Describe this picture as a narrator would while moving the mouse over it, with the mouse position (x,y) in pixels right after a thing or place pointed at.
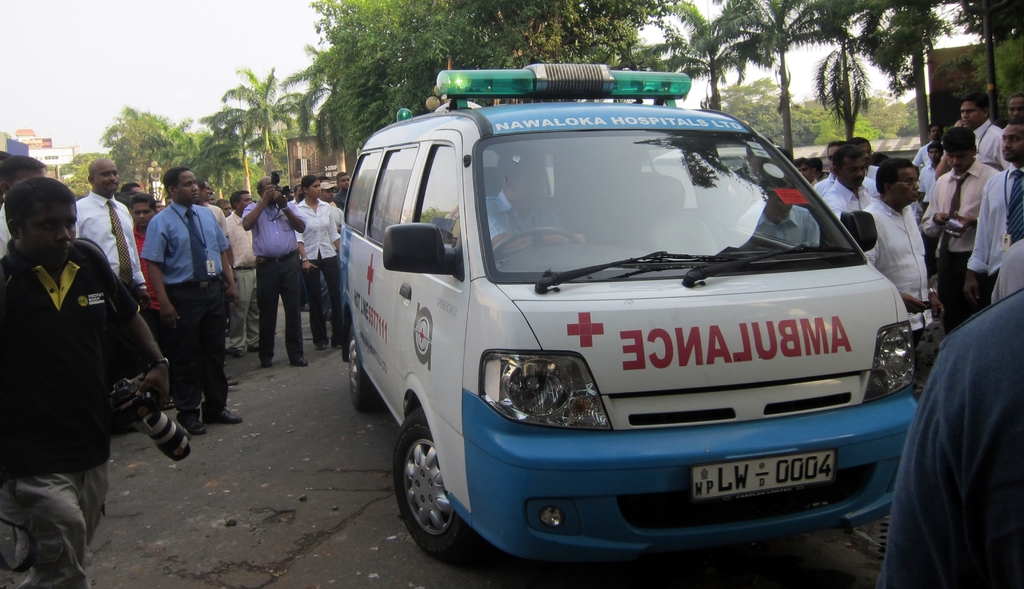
In this Image I see a van (787,167) and number of people (340,228) surrounded by it and I can see these are holding the cameras (153,410). In the background (251,182) I see the trees (353,6) and few buildings (952,89).
